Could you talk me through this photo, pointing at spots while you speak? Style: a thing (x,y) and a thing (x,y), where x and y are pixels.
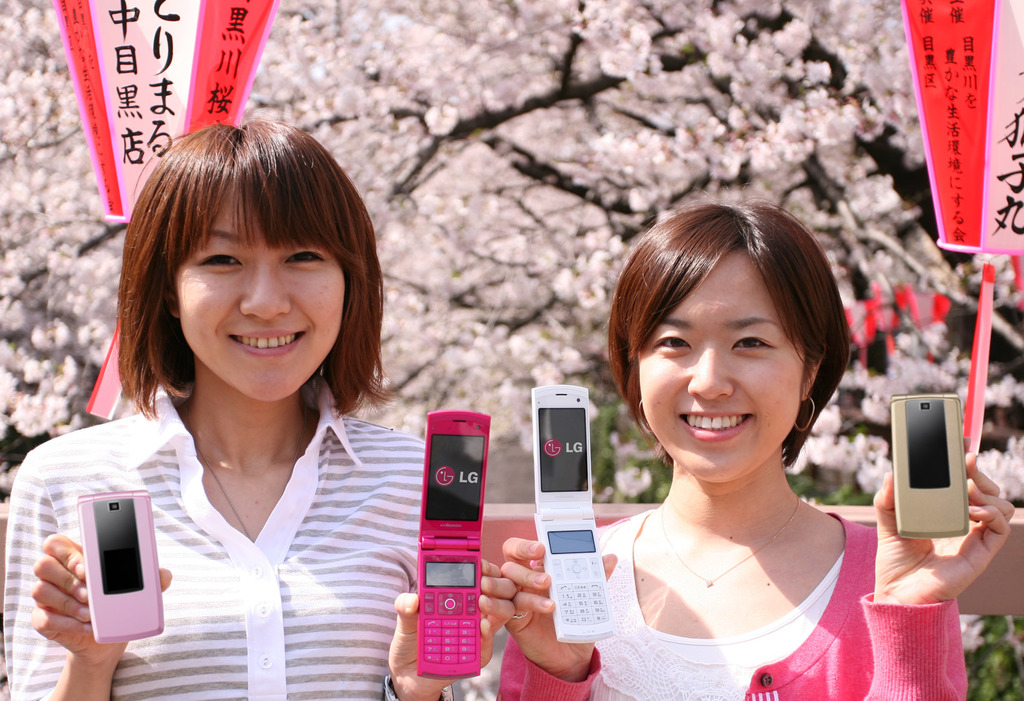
In this picture we can see two woman (644,297) holding mobiles (435,461) in each hand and smiling and in background (573,299) we can see banners (923,65), trees (702,107).
